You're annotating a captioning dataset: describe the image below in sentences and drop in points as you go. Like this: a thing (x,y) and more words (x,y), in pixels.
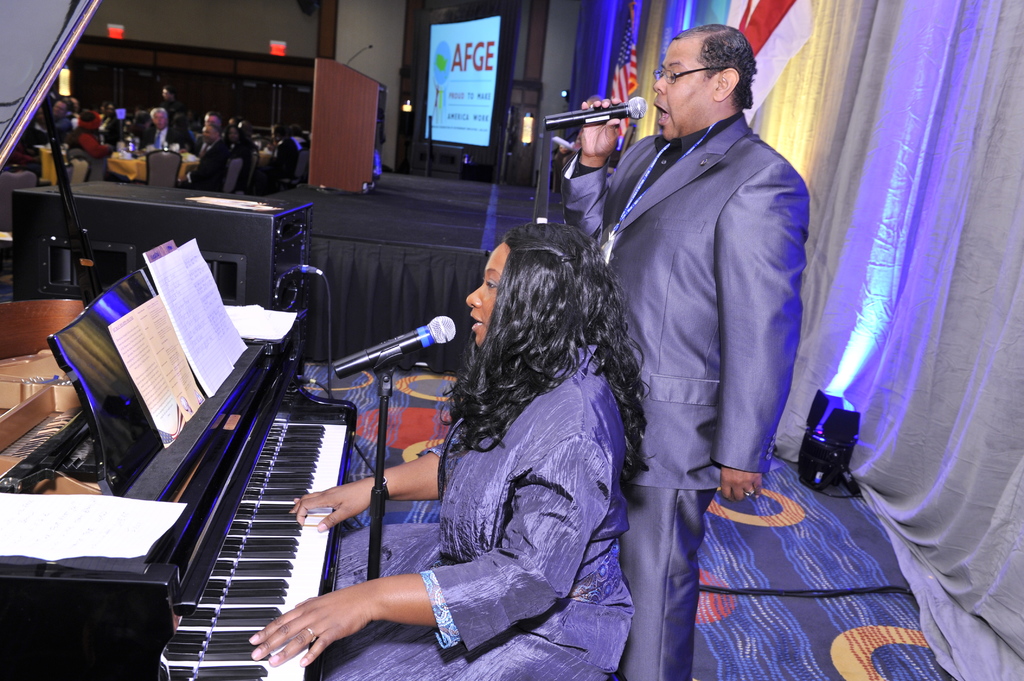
In this picture we can see a woman (497,370) is singing and playing key board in front of the microphone (396,347) by seeing a book (162,327), and a man (688,211) is singing with the help of microphone (633,105), in the background (825,370) we can see couple of lights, curtains (825,329), flags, podium (377,133) and a projector screen (489,94), and also we can see few people (108,133) are seated on the chair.
